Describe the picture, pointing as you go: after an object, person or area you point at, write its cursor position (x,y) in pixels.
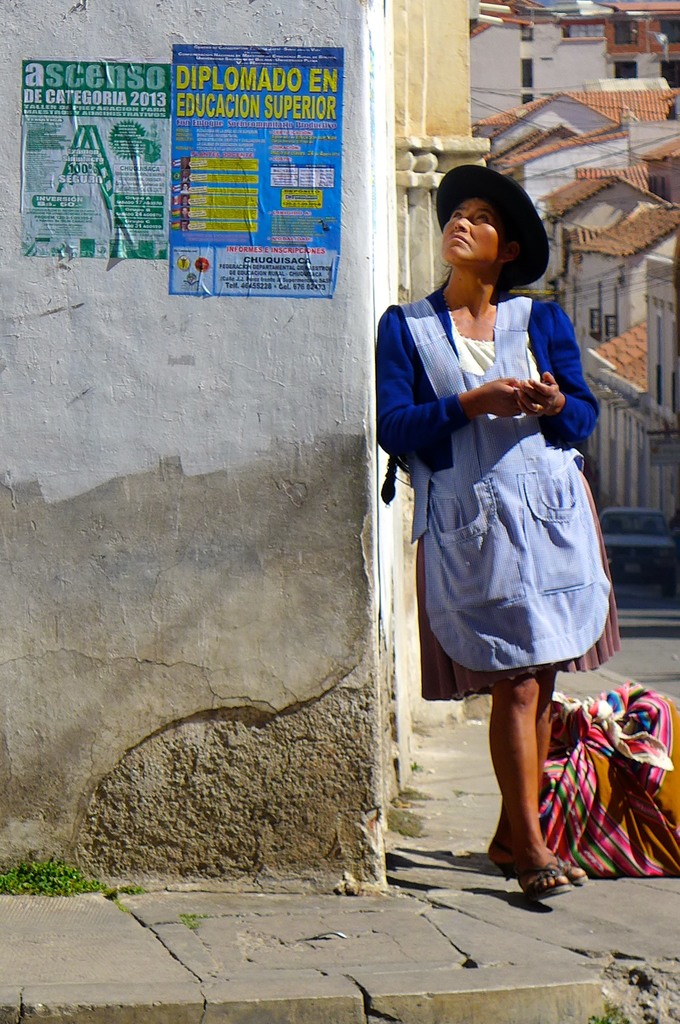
Posters (166,203) are on the wall (69,290). Beside this wall (74,278) a person (484,270) is standing. Far there are buildings (586,178).
